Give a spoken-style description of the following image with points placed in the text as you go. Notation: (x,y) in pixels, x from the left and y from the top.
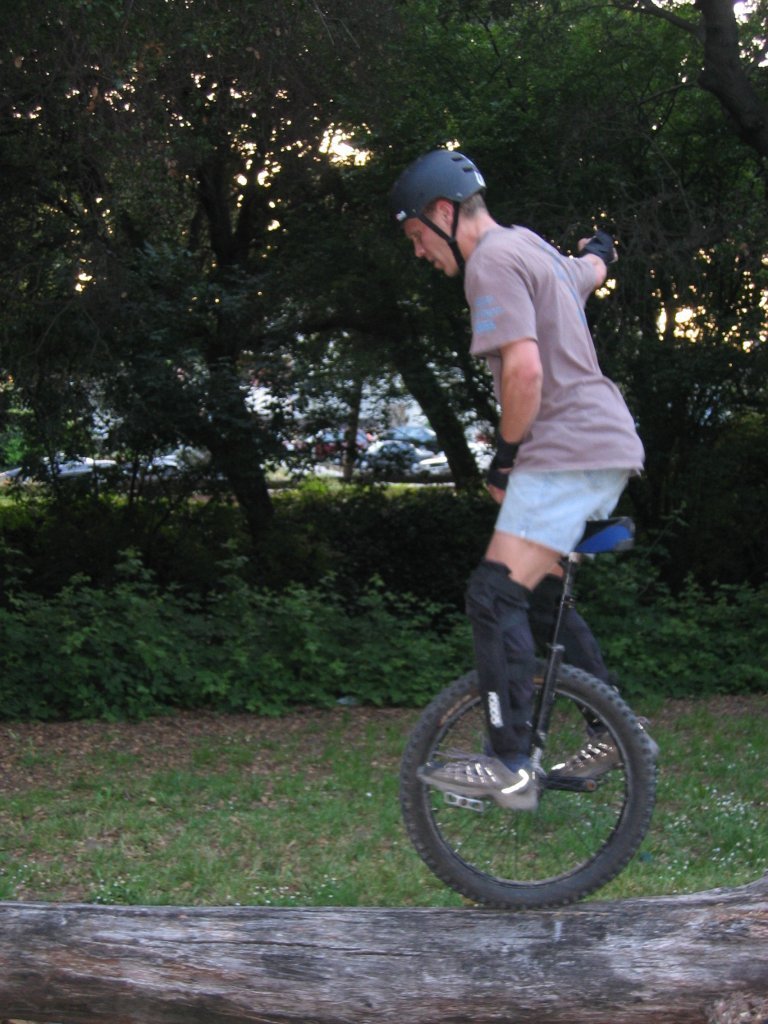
In this image we can see there is a person (534,479) standing on the unicycle (539,733), which is on the stem (247,957) of a tree (158,951). In the background (339,519) there are trees (282,175).
